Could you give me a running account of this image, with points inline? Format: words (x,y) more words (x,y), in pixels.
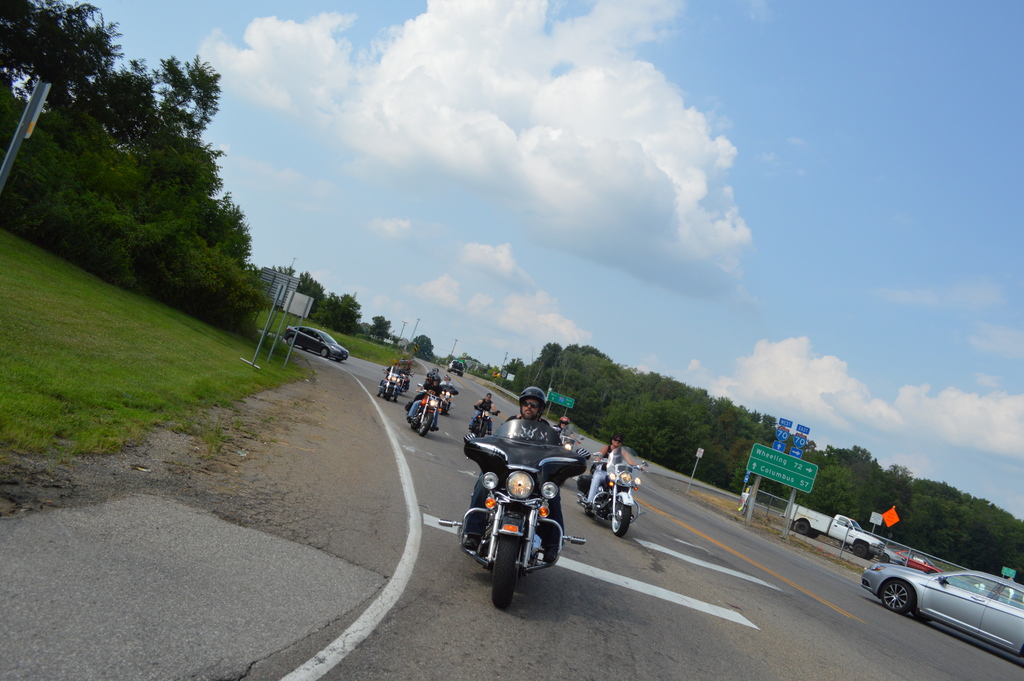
This picture is clicked outside on the road (539,576). In the center (534,413) we can see the group of people (404,369) riding bikes (489,507). On the right corner (882,559) there are some vehicles (851,521) and we can see the boards (797,460) attached to the poles (793,519). On the left (42,367) we can see the green grass (144,325), trees (167,240) and plants (200,315) and we can see a car (322,339) seems to be running on the road (384,427). In the background (573,251) there is a sky (739,275) with clouds (623,155) and we can see the poles (404,325), trees (540,378) and some vehicles (461,373).
